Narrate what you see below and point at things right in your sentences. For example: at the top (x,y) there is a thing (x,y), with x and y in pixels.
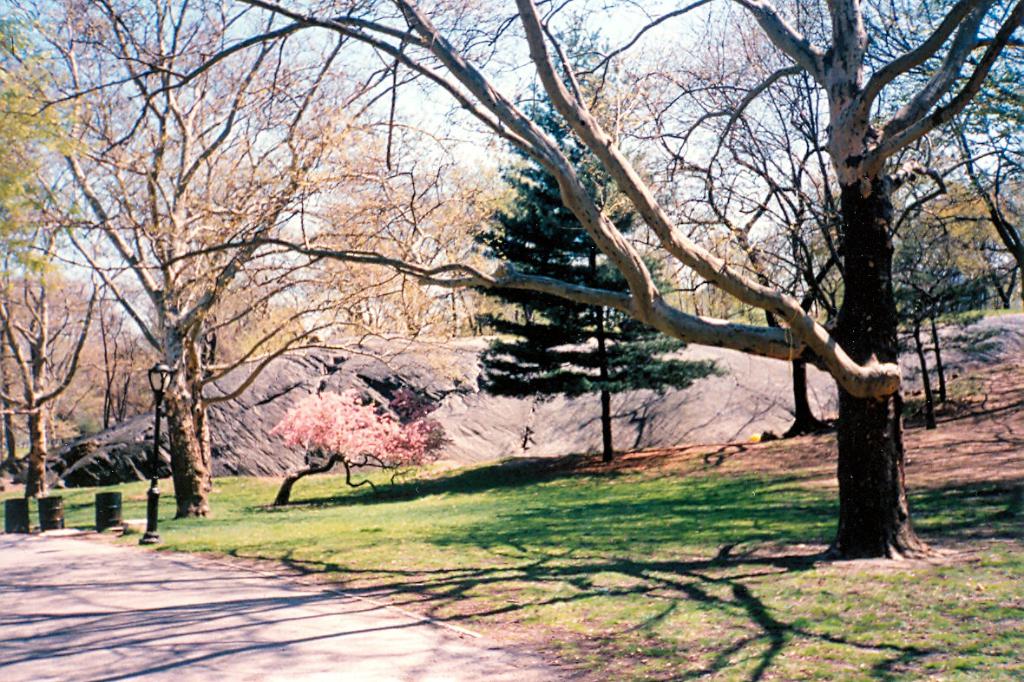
This image consists of trees (424,312), mountains (355,373), grass (669,566), barrels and poles (152,382). On the top (516,89) I can see the sky (480,130). This image is taken may be in the park (483,633).
